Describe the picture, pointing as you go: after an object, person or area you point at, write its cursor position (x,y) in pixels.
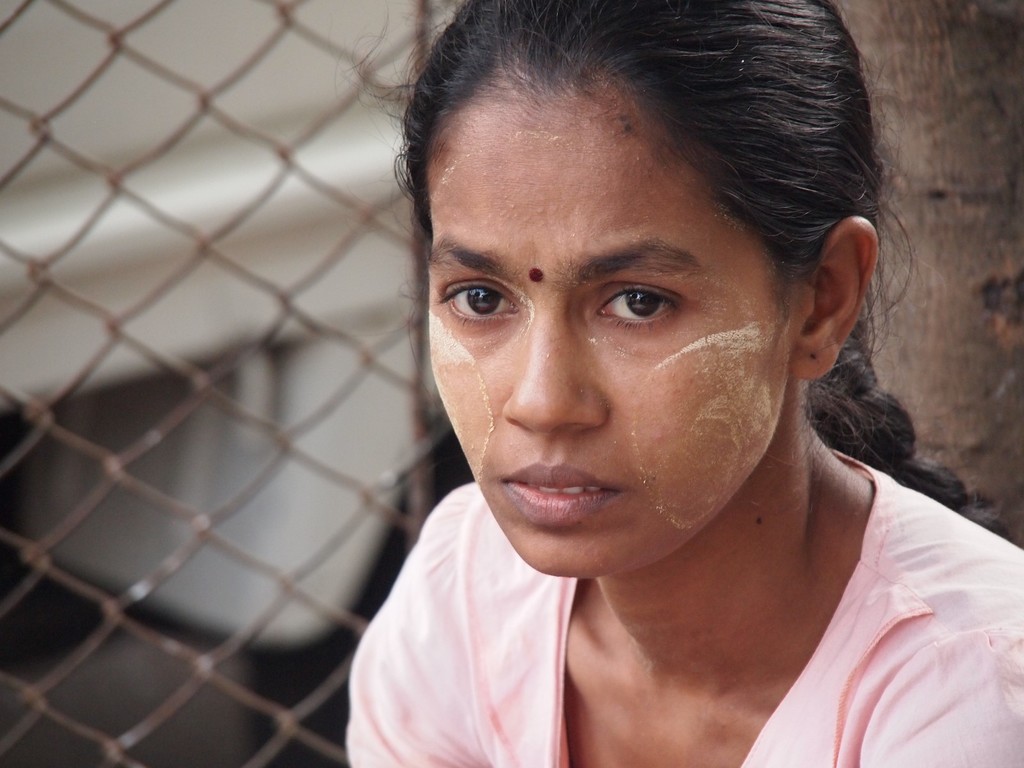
In this picture I can see a woman (701,518) and also we can see the fencing (160,355).
